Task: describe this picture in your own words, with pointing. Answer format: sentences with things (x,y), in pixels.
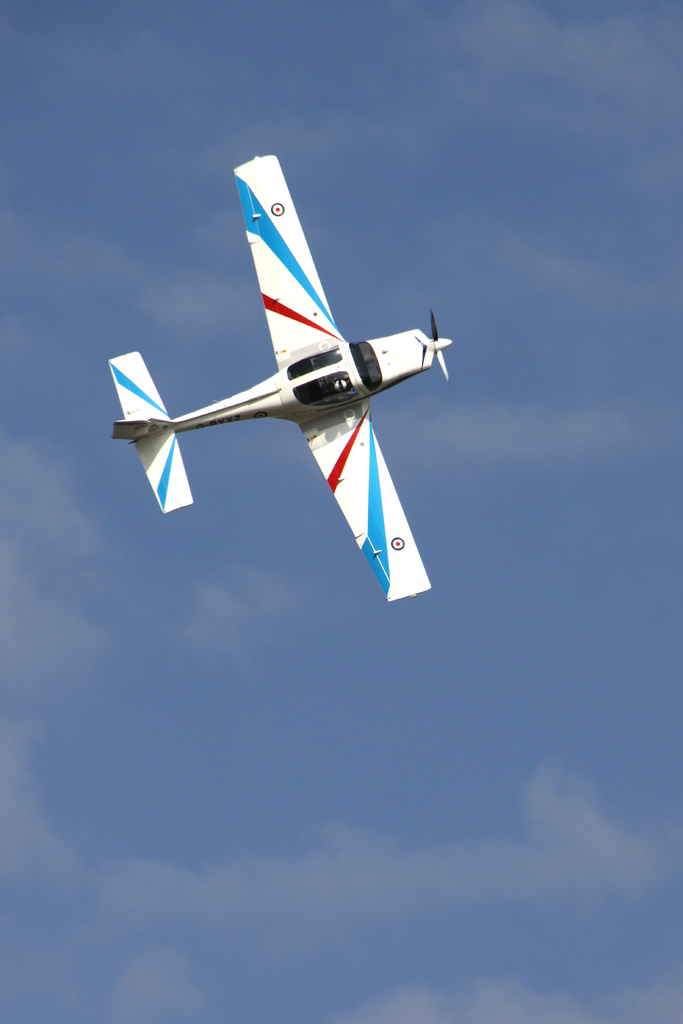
In the picture we can see an aircraft (415,588), behind it, we can see the sky (355,591) with clouds (535,1006).
